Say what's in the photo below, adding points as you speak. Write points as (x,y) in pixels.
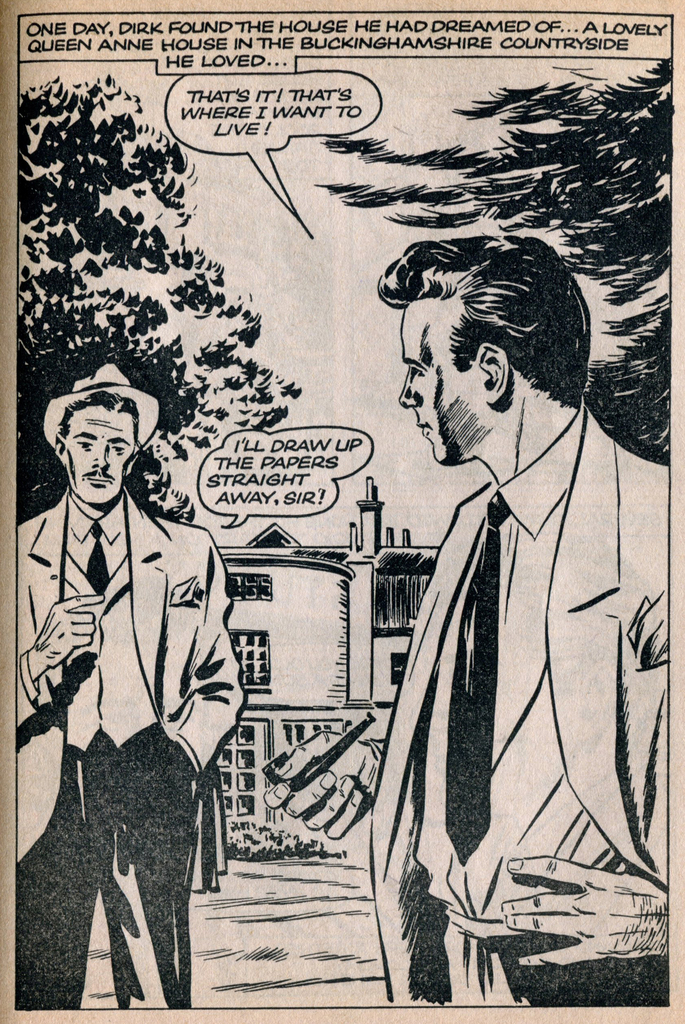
This is a poster (239,889), on this poster (291,891) we can see people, trees (664,73), building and some text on it.
